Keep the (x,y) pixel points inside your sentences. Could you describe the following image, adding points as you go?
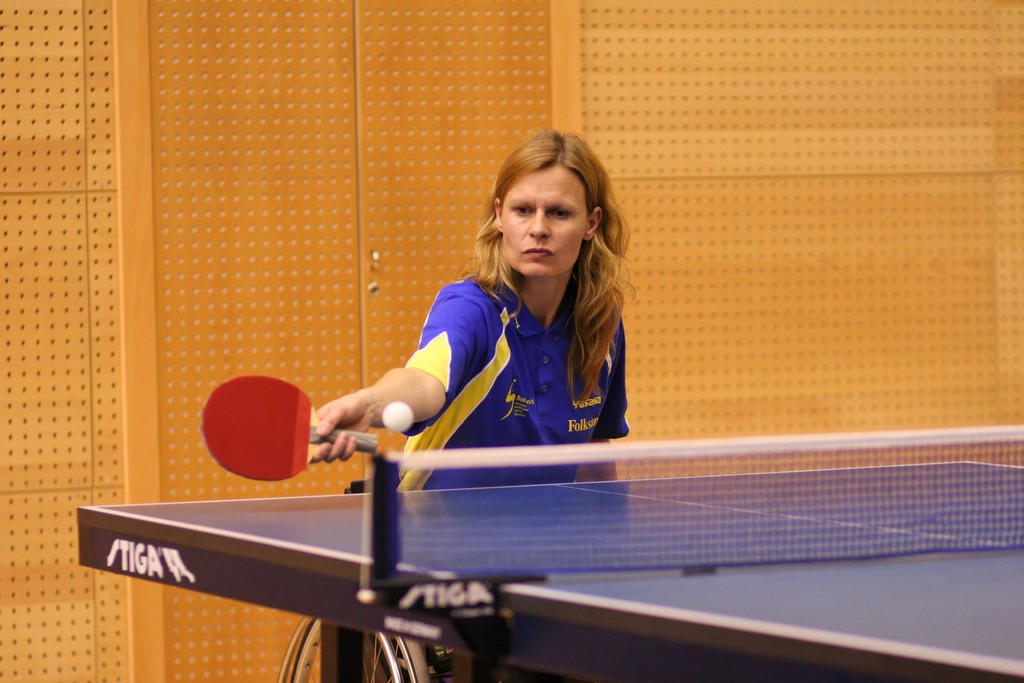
In this image I see a woman (368,411) who is holding a bat (226,443) and there is a table (668,682) in front of her, I can also see there is a ball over here. In the background (357,373) I see the wall (45,31).
